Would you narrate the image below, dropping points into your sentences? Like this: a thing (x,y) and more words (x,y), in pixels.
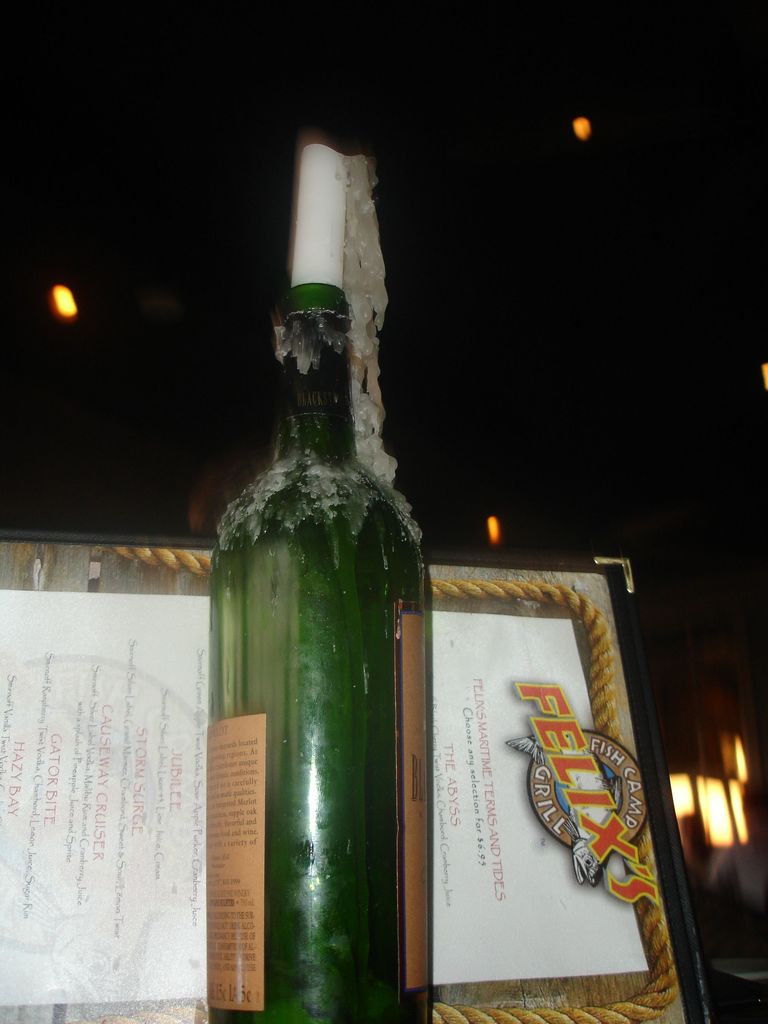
Here there is bottle (297,812) and menu card (591,848).
